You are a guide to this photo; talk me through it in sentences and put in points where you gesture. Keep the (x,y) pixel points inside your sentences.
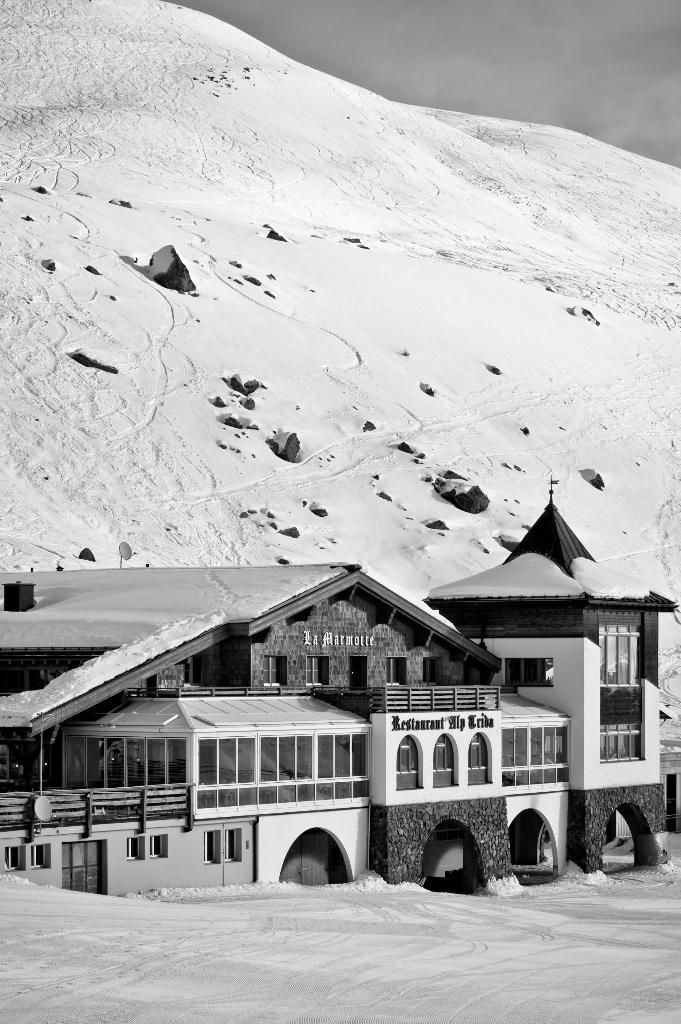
This is a black and white image. We can see a building (319,719) with name boards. Behind the building (272,629), there is a snowy hill (188,155) and the cloudy sky (443,97).
